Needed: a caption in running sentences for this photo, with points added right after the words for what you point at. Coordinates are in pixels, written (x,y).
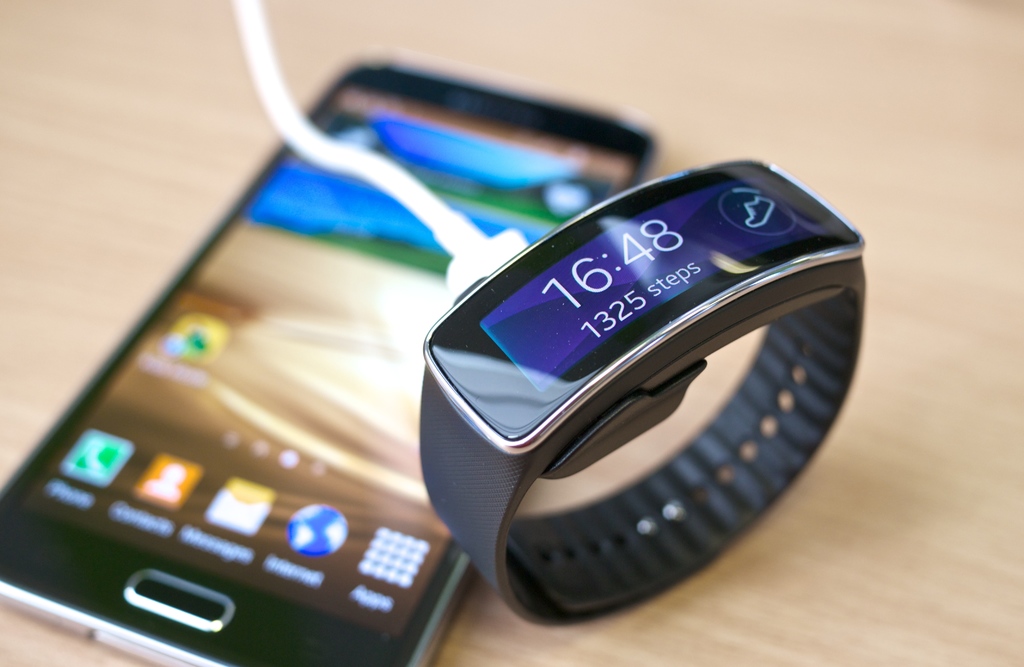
In this picture we can see mobile (400,583), smart watch (538,366) and cable (466,220) on the wooden platform (672,605).
